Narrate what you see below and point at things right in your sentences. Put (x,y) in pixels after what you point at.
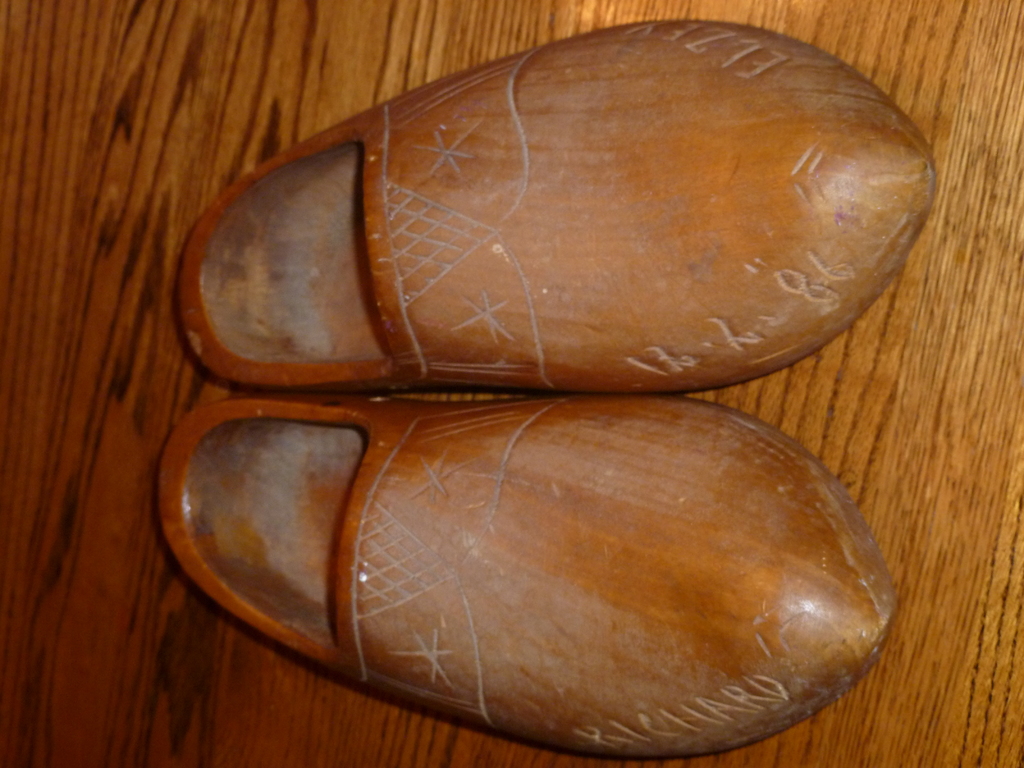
In the picture I can see shoes (377,318) and some text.
